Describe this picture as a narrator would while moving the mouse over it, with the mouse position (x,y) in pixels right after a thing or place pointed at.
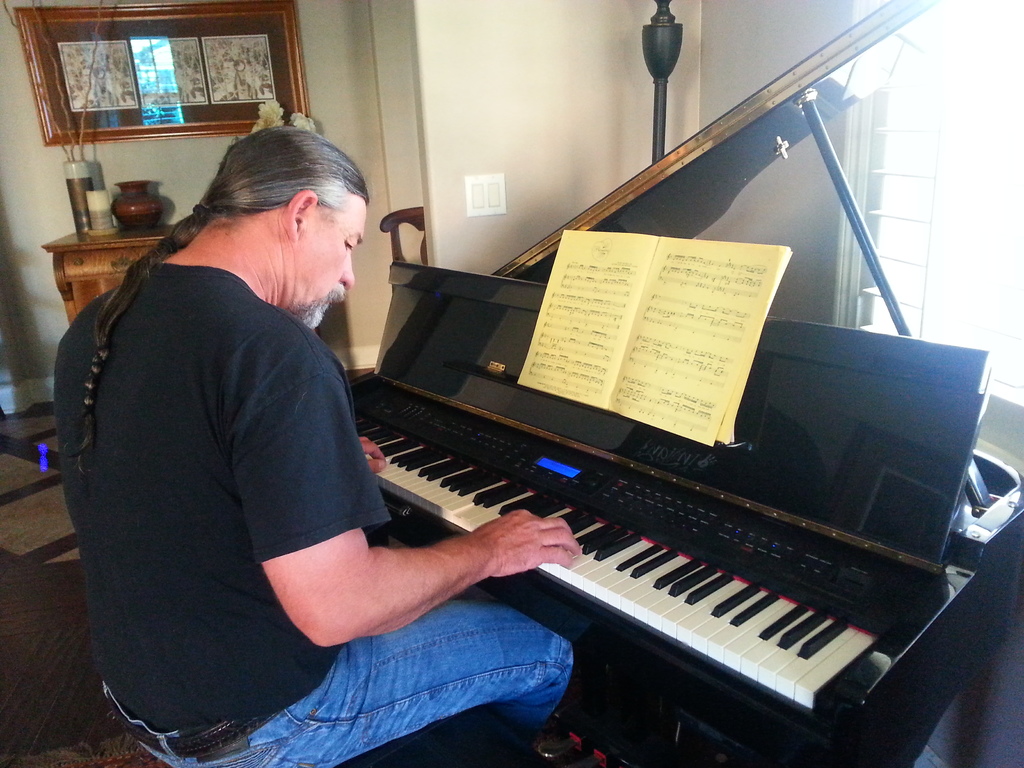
This person (205,631) sitting and playing piano keyboard (626,482). We can see book (702,350) above the piano (646,440). On the background (482,20) we can see wall (110,171), window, frame (106,135), objects (156,205) on the table (100,268). This is floor (43,551).
